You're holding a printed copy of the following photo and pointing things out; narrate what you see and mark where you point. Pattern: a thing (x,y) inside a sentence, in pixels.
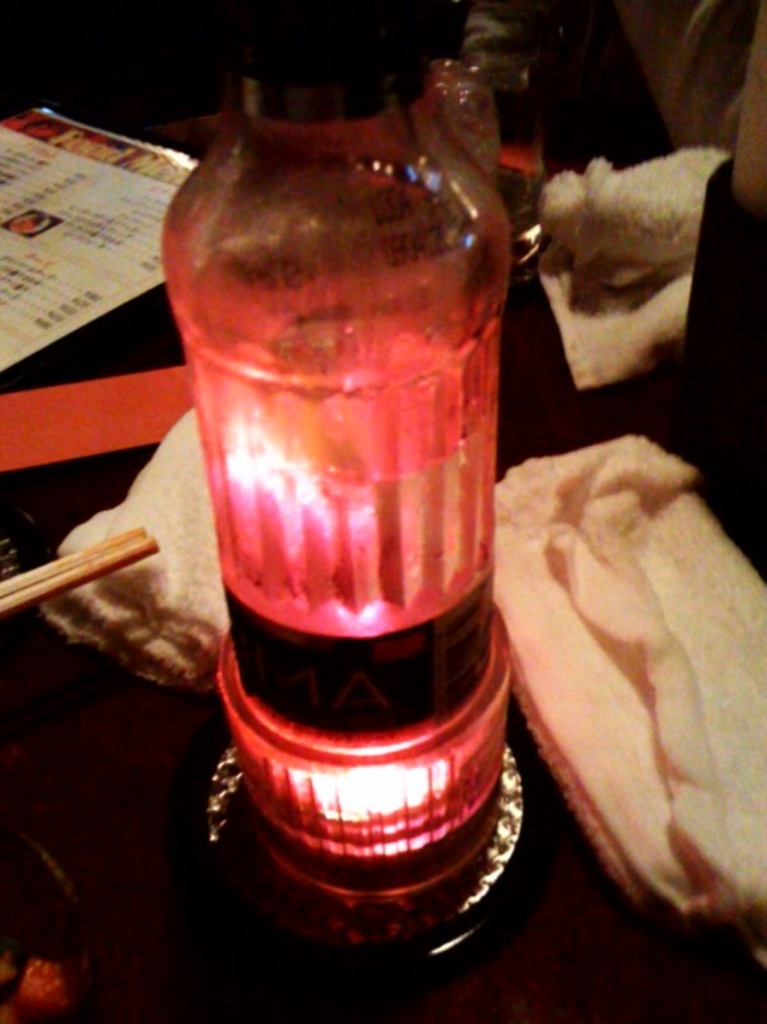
The picture consists of a table (19,818), on the table (172,902) there are napkins (219,591), chopsticks (78,574), bowls (31,899), menu card (93,227), glass (513,160) and a lamp (348,507). Towards right (659,70) there is a person (694,71).
